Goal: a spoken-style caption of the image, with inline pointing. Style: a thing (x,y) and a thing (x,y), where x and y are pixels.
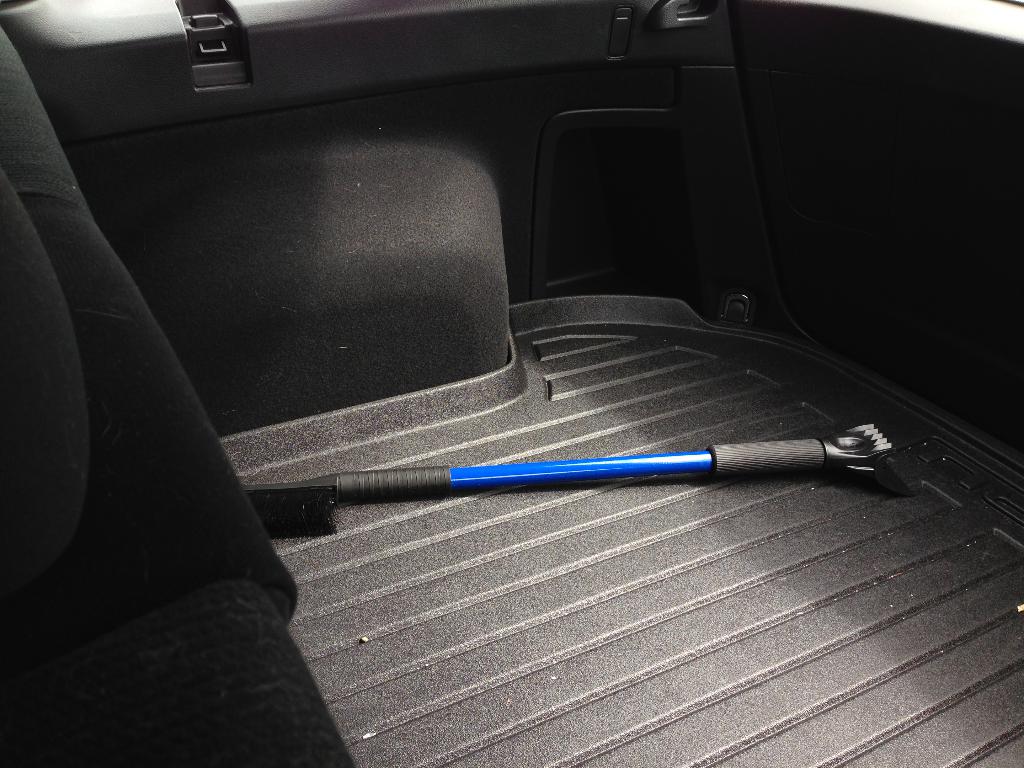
In this image we can see a tool (524,475) placed on the surface (516,497) of a vehicle (419,555). On the left side of the image (123,386) we can see some seats (44,268).
